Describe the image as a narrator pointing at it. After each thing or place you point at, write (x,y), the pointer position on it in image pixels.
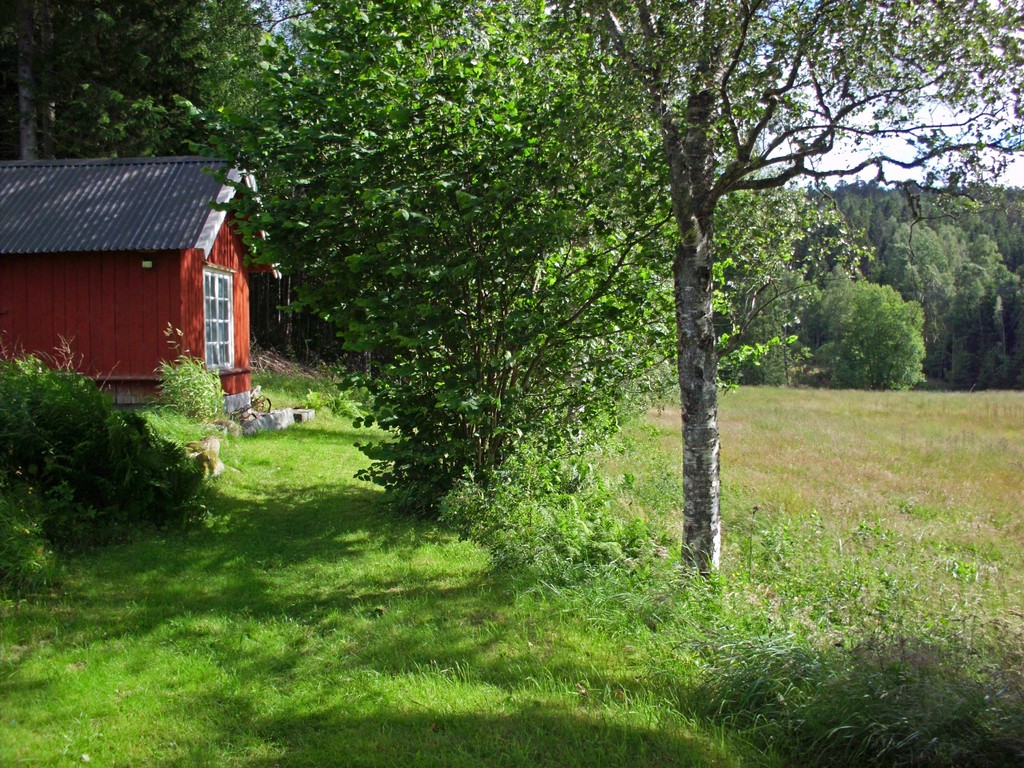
In this picture we can see some grass (415,551) on the ground (329,567). There are some plants (74,470) and a house (198,186) is visible on the left side (57,530). We can see a few trees (546,160) seen in the background (144,42).
